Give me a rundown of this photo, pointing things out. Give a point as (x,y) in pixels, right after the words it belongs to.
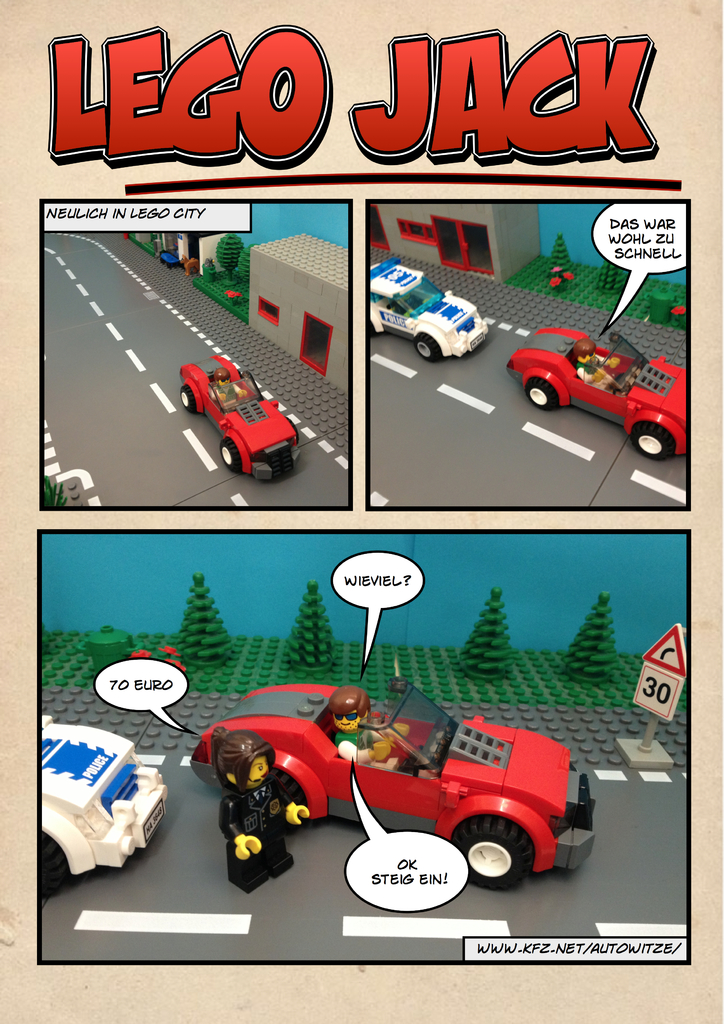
In this image we can see a poster (283,555) with some cartoon pictures (275,560), and text (306,58) on it.
